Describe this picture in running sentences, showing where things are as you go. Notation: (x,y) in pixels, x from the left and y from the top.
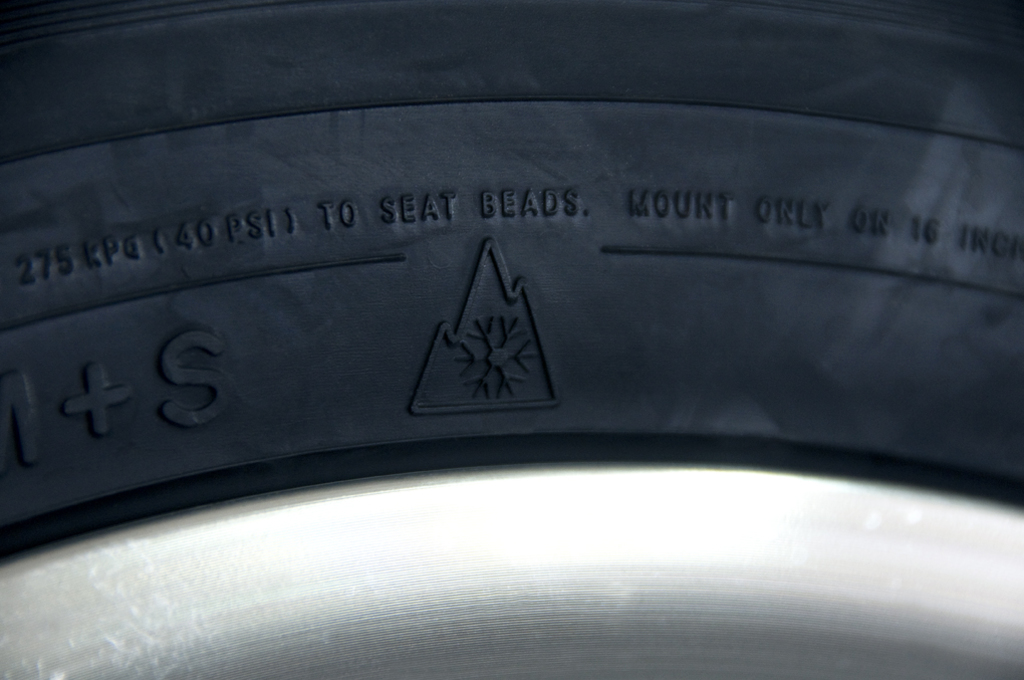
In this picture we can see a tyre (558,224) and we can find some text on it.
